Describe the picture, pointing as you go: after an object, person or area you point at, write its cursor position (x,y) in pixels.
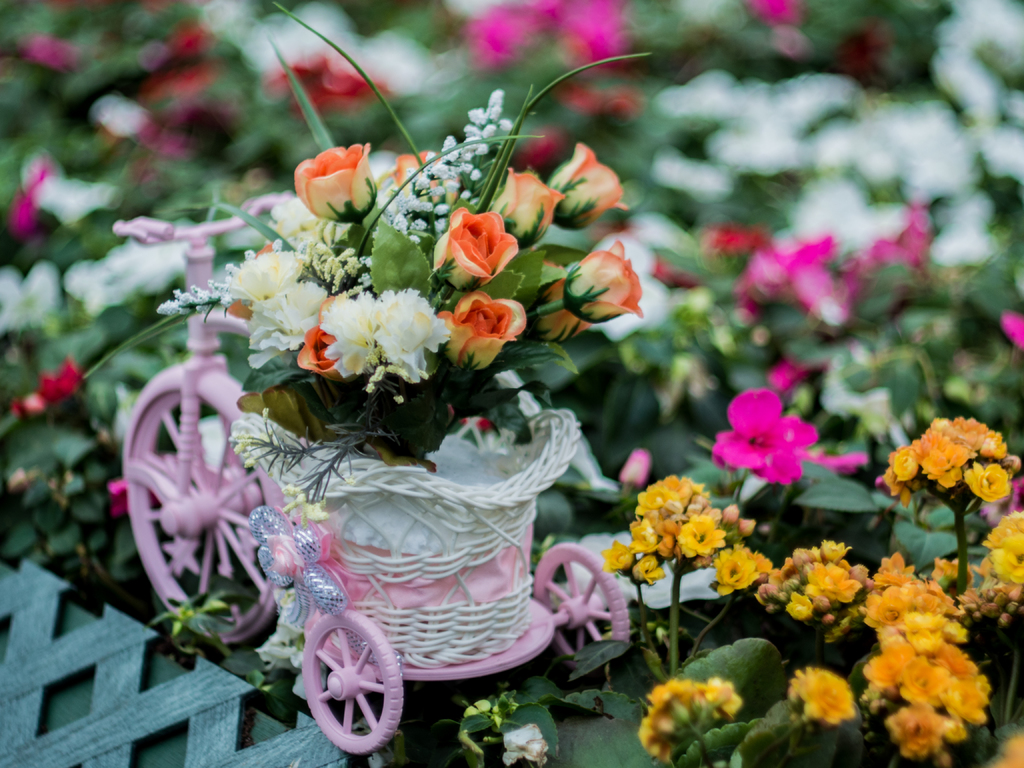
There are some flowers (719,510) in the bottom right of the image (841,706). There is a cycle (463,502) in the middle of the image (411,508) contains roses (570,196).
